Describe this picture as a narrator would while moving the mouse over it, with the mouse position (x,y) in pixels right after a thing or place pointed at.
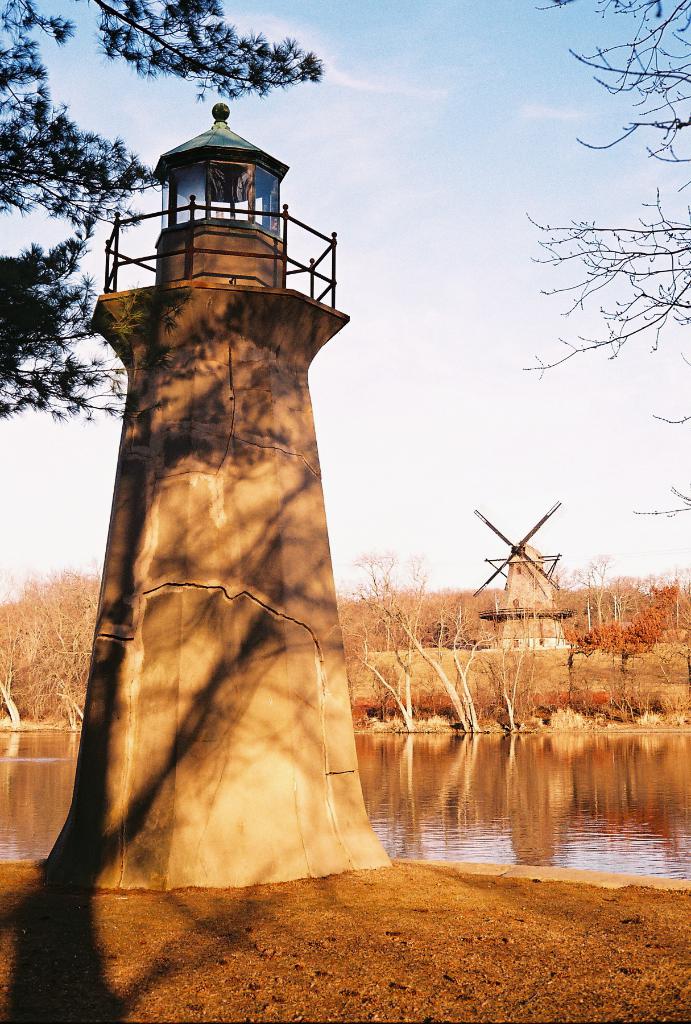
In this picture, there is a tower (163,560) towards the left (145,405) which is beside the river (447,816). On either side of the river (506,761), there are trees (458,631) and another tower (539,641). On the top left (41,139) and right, there are trees (654,225). In the background (456,178), there is a sky (407,250).
